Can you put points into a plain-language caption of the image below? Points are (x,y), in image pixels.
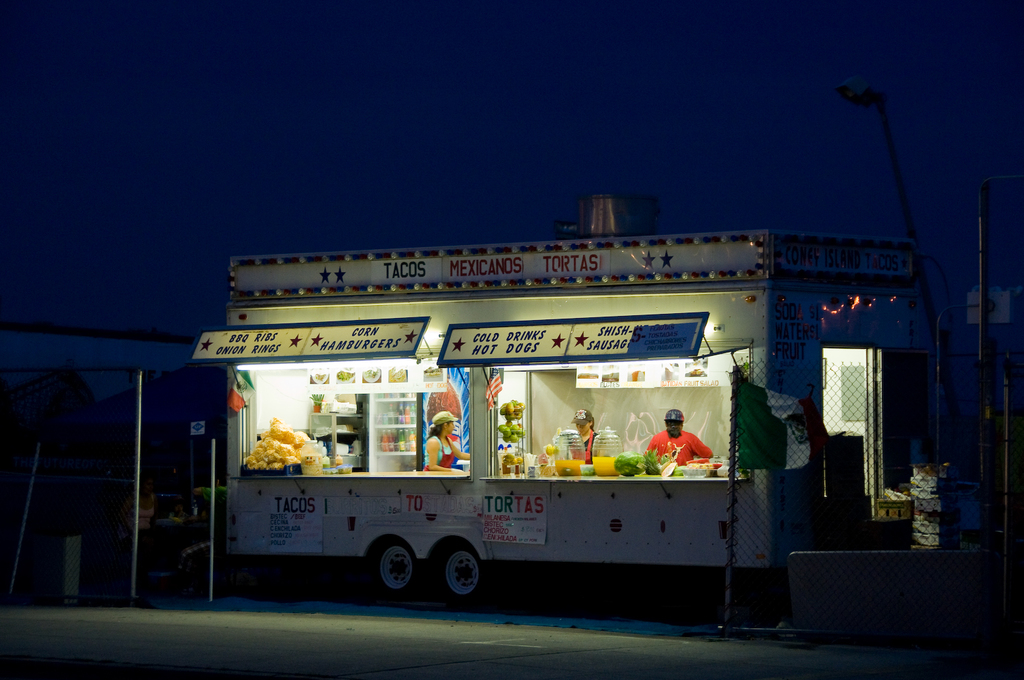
In this image, we can see vehicle (593,513). Here we can see stalls (499,474), few objects (520,402), people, mesh (78,503), rods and posters (297,541). At the bottom (511,656), we can see the path (331,667). Background (803,161) there is the sky (606,150).
